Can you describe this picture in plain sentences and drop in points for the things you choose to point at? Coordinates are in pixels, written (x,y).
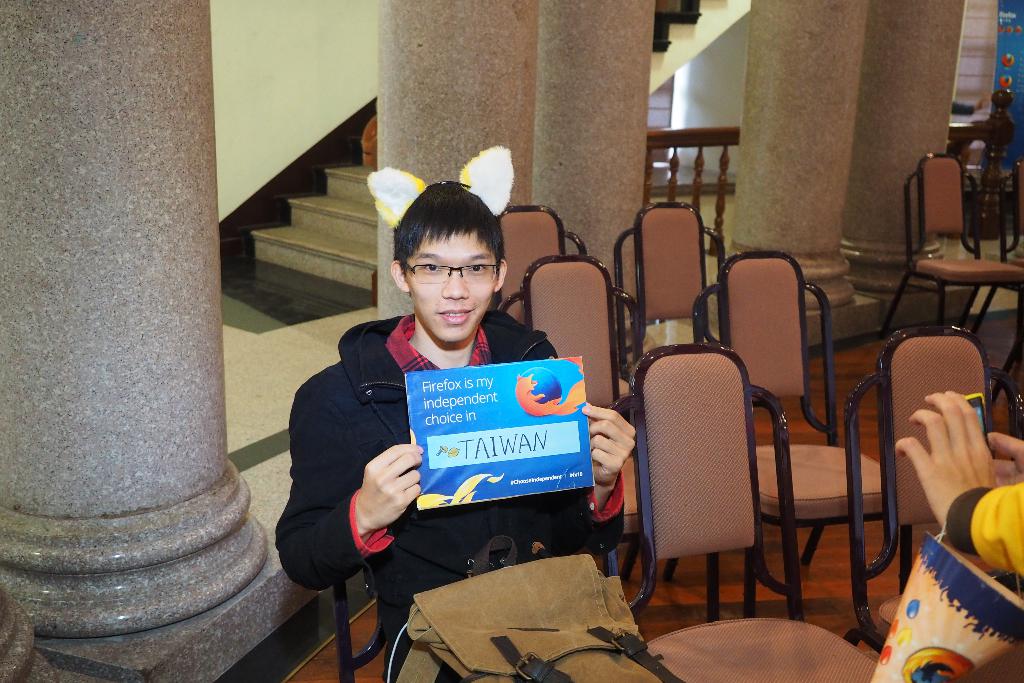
He is sitting on a chair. He's holding a poster (498,420). We can see in the background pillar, staircases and wall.
